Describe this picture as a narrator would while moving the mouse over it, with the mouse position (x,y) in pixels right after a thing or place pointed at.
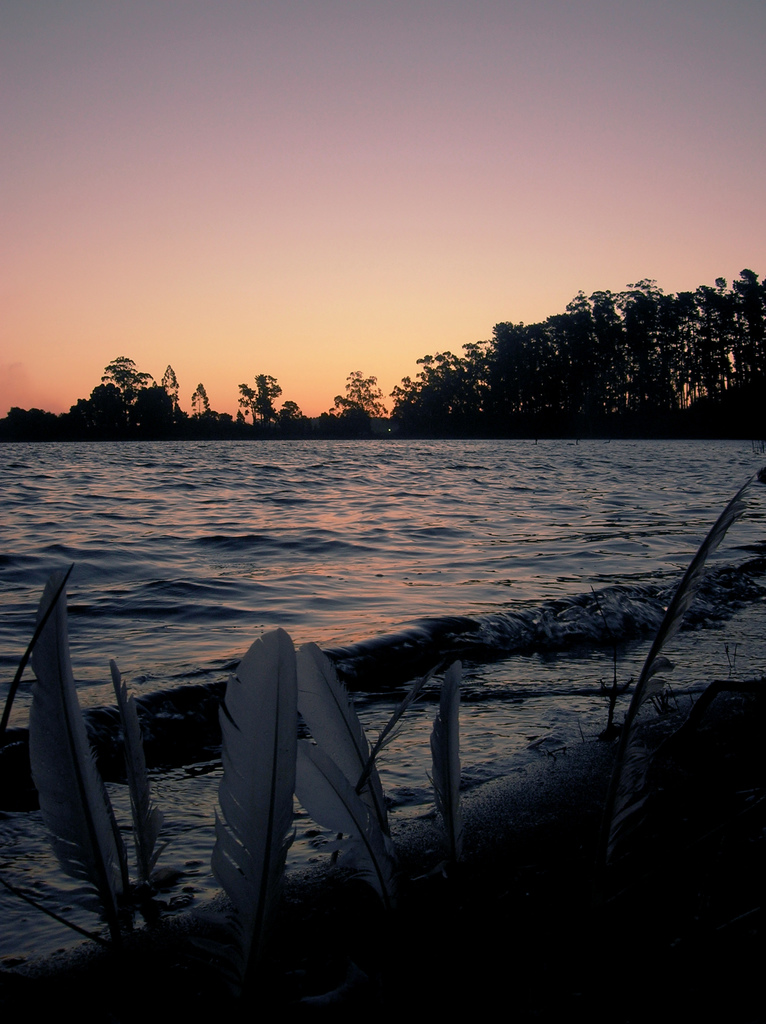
In this image in the center (317,527) there is a river (273,527) and in the foreground (289,760) there are some feathers (274,770), in the background (597,357) there are some trees (697,350) and at the top of the image (305,212) there is sky (249,220).
